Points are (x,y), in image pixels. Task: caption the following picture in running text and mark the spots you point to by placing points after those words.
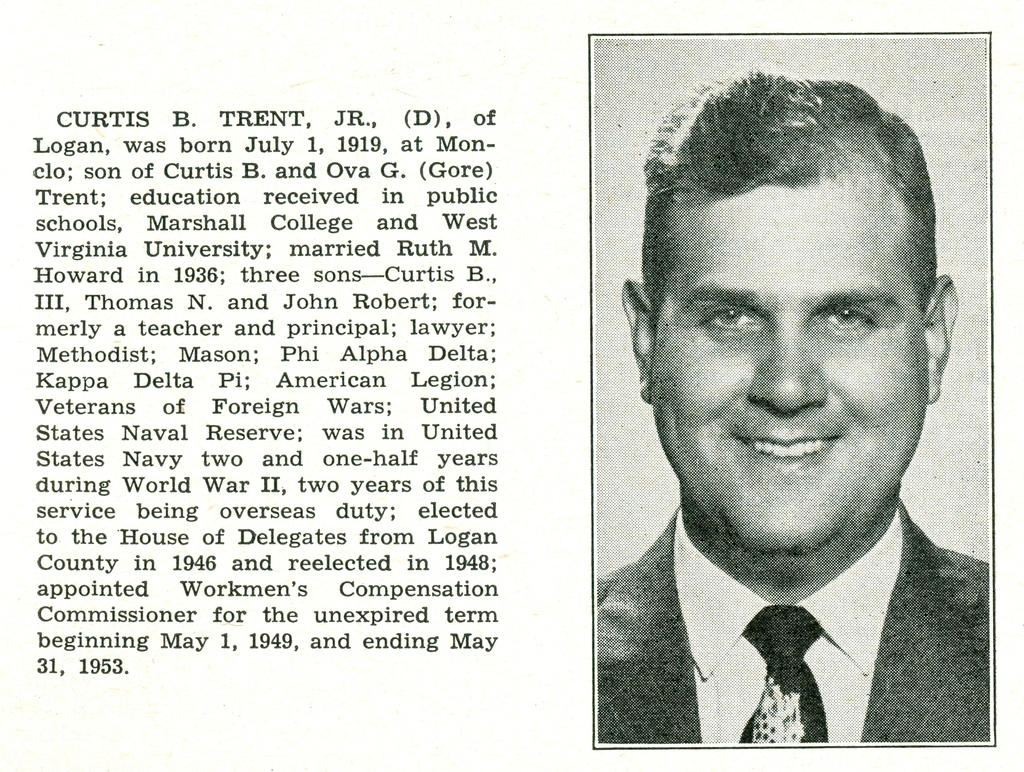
In the foreground of this image (589,562), there is a black and white poster (860,509) of a man (790,636) and some text (360,387) on the left side of the image (257,473).
